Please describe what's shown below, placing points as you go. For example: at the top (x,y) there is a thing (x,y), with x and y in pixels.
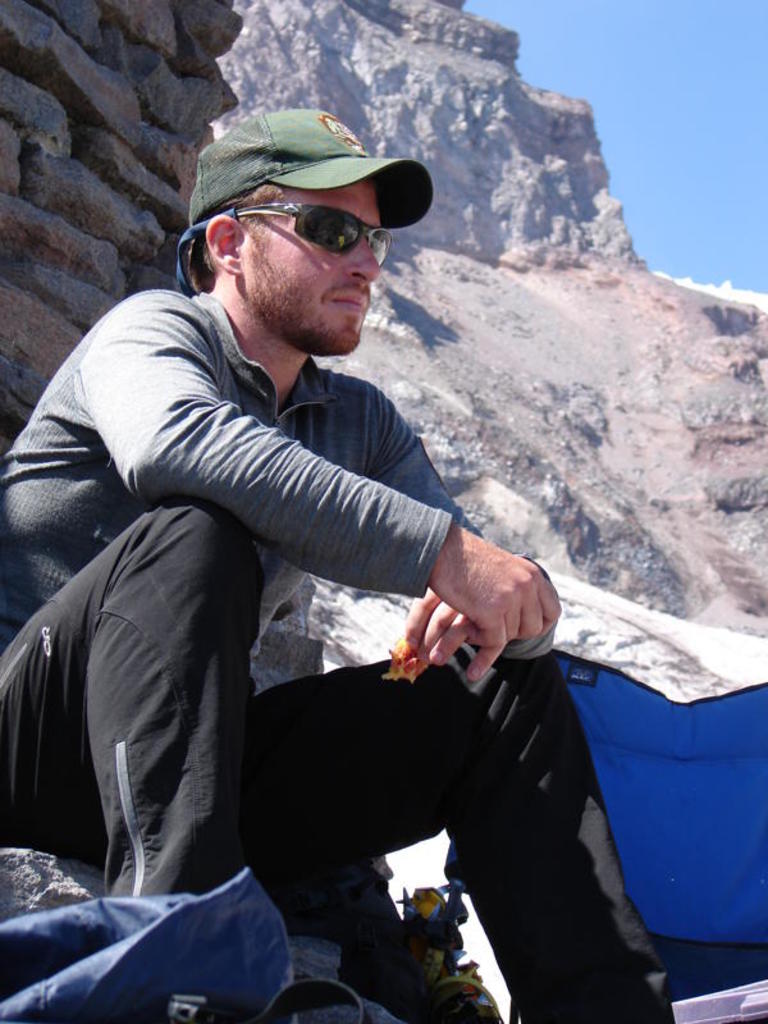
In this image there is a person (363,708) sitting on the rock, on the either sides of the image there are few objects (264,914), behind him there is a wall (112,185) with rocks (124,154) and in the background (455,87) there is a mountain (573,204) and the sky (682,156).
